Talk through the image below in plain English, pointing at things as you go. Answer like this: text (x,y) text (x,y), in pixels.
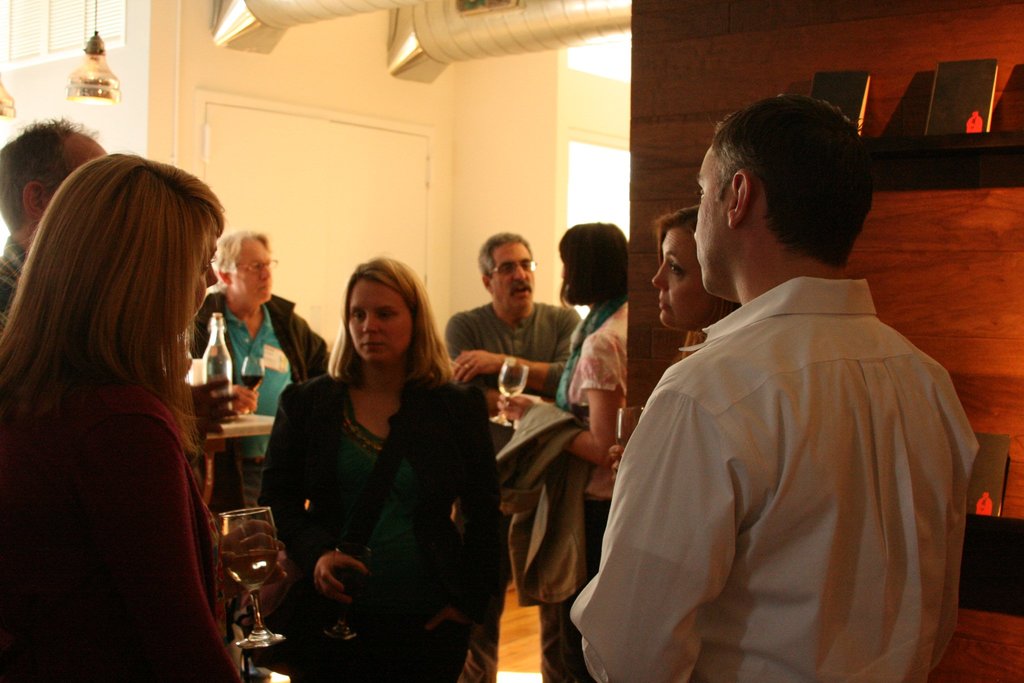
This image is taken inside a room (722,58), there are many people (151,296) standing in this room (517,585). In the middle of the image (366,287) a woman (337,671) is standing holding a wine glass (365,581) in her hand (360,581). In the right side of the image (814,638) a man (602,644) is standing. In the left side of the image (239,262) a man (58,128) and a woman (171,609) are standing holding a wine glass (235,529) in their hands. In the background (186,48) there is a wall (347,107) and lamps (89,81).
